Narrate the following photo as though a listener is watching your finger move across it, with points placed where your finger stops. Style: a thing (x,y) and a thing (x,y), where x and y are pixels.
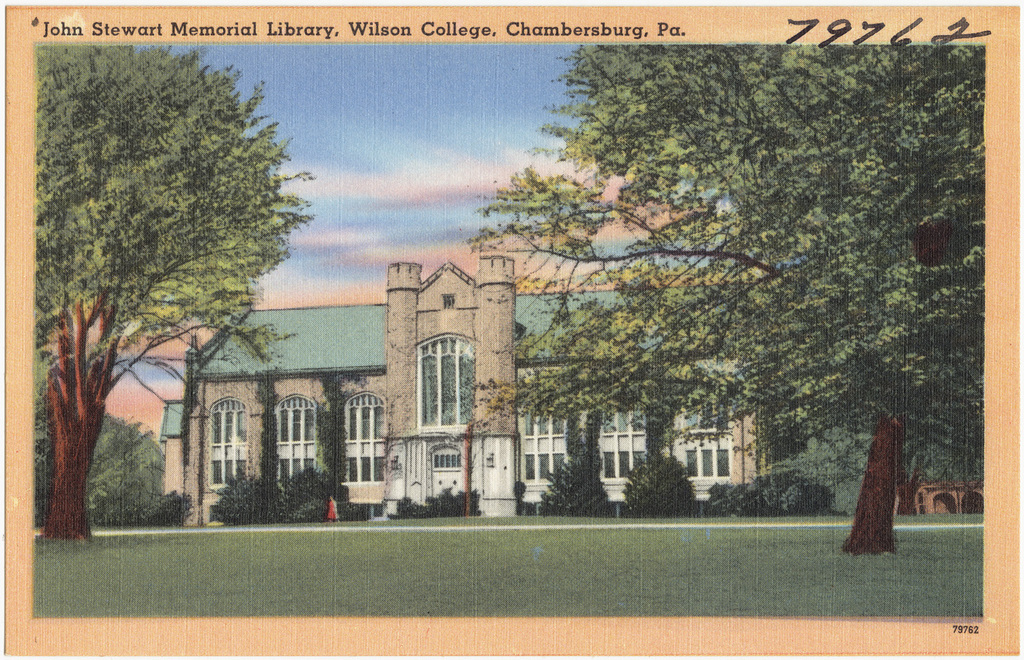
In this image there is a building (457,381) in middle of this image (363,352) and there are some trees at left side of this image (168,367) and right side of this image (757,369) as well and there is a sky (376,167) in the background (374,186) and there is a written text (443,34) at top of this image (286,29).
